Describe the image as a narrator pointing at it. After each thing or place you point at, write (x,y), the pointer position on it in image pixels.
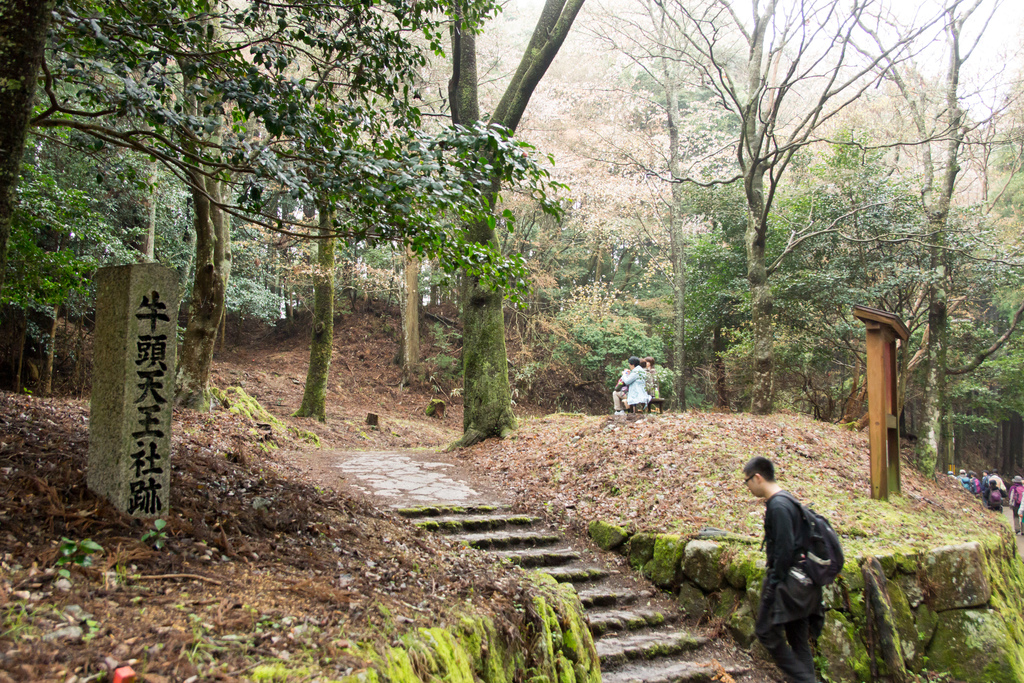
There is a person (775,556) wearing specs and bag (800,516) is walking on the steps (542,569). On the sides there are many trees (515,224). On the left side (131,387) there is a pillar (127,398) with something written on that. On the right side (892,413) there is a wooden stand (896,399). Also there are many people (634,378).
